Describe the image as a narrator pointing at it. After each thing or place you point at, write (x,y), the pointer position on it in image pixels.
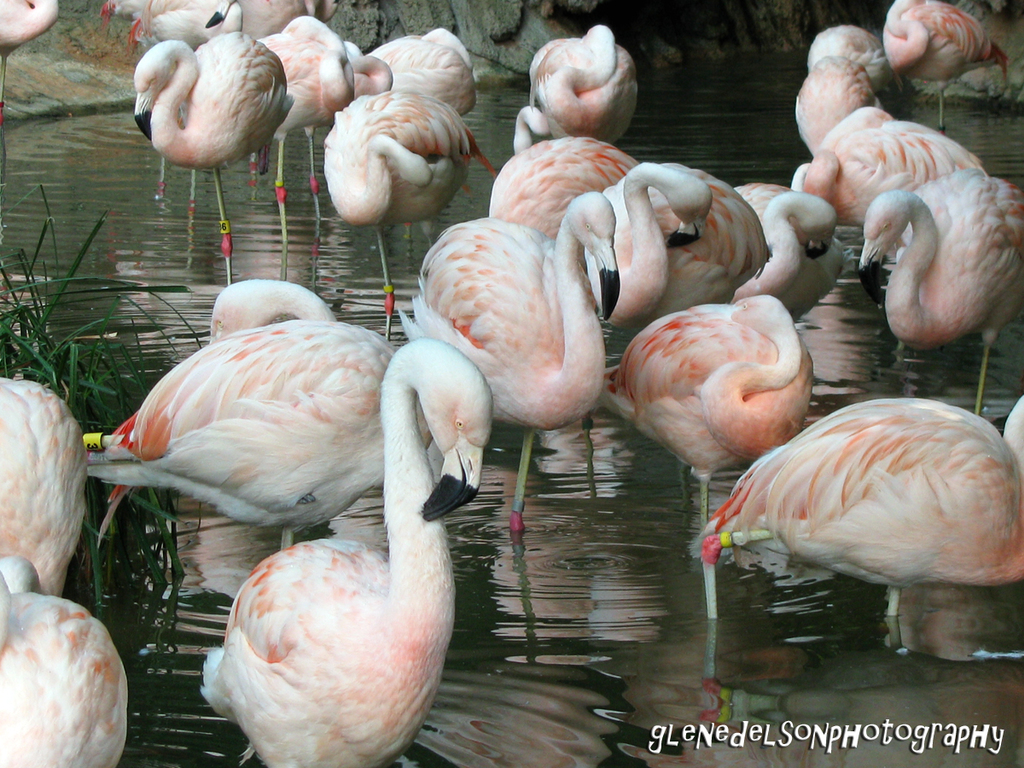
In the foreground of this image (620,276), there are flamingos (580,408) in the water (528,676) and on the left (64,382), there is grass (112,425) in the water (488,665).
